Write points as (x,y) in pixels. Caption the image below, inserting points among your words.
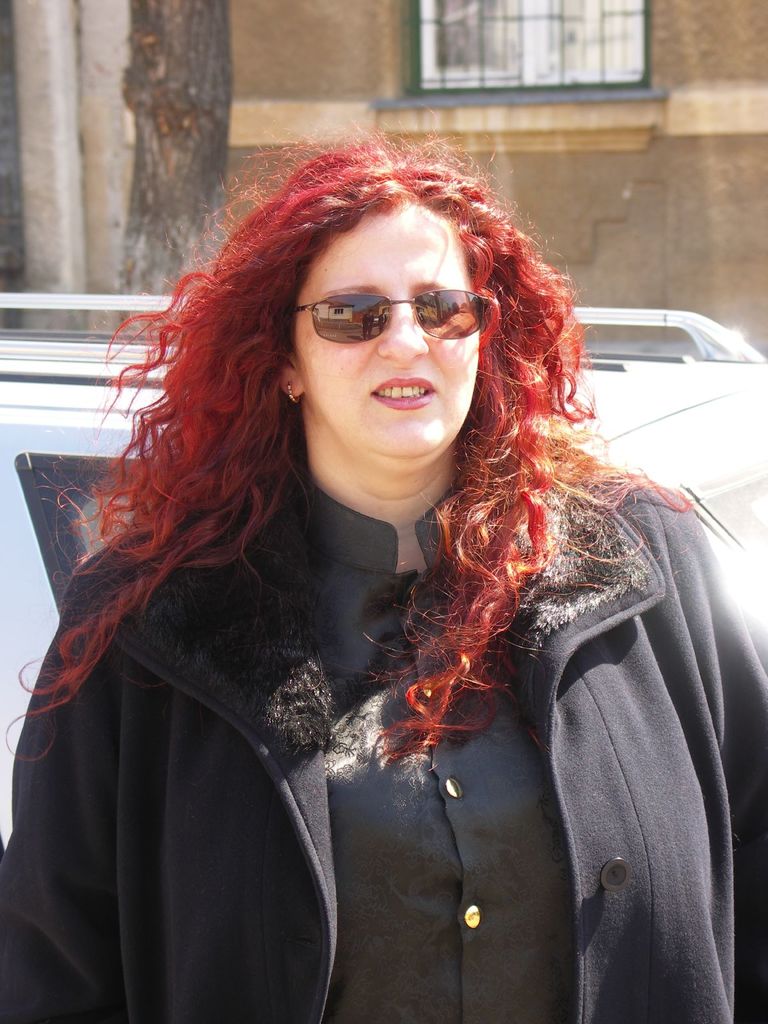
In this image we can see a woman (388,676) wearing sunglasses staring at something, behind the woman (360,428) there is a car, behind the car (121,364) there is a tree (186,106) and a building (366,78).
